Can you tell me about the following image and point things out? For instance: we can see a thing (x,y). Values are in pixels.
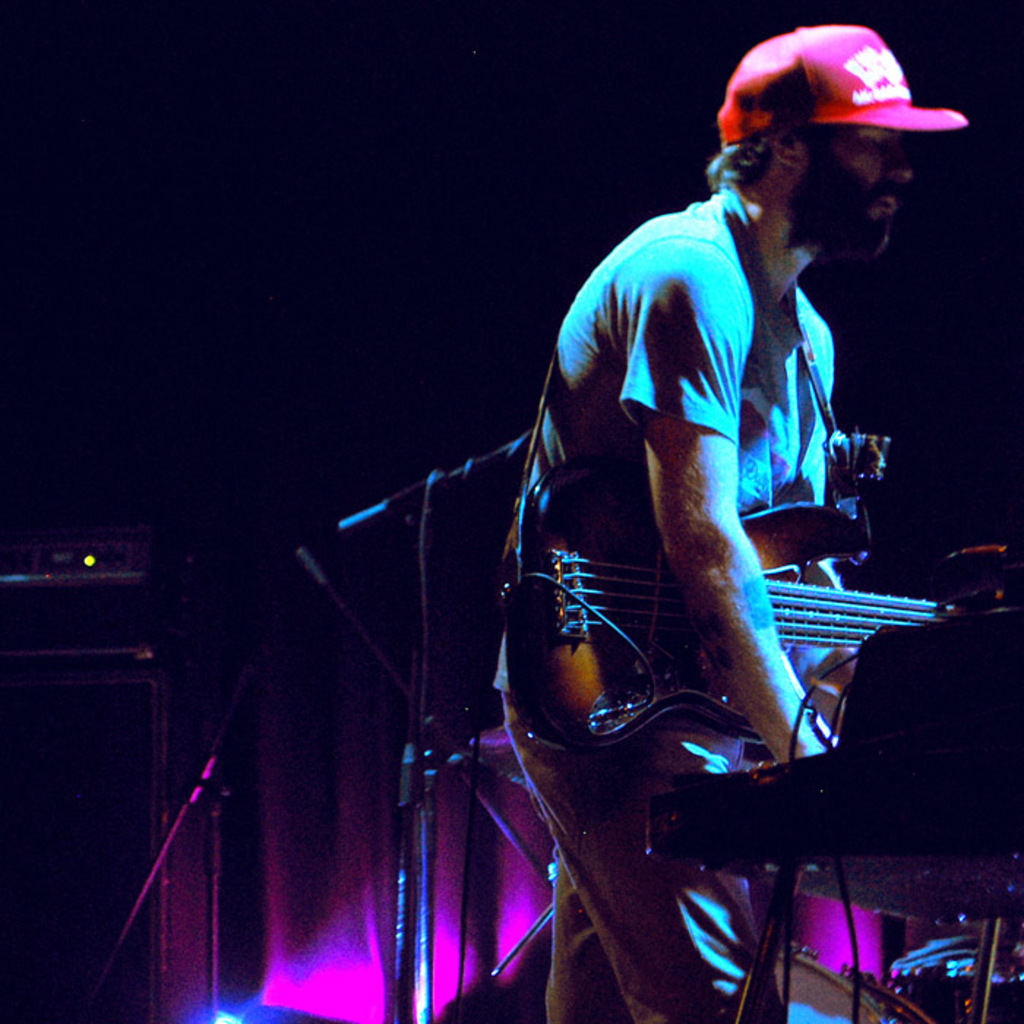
This person (812,82) standing and holding guitar (643,485) and wear cap (833,75), behind this person (843,77) we can see microphones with stands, curtain (307,909), electrical device (53,570).
